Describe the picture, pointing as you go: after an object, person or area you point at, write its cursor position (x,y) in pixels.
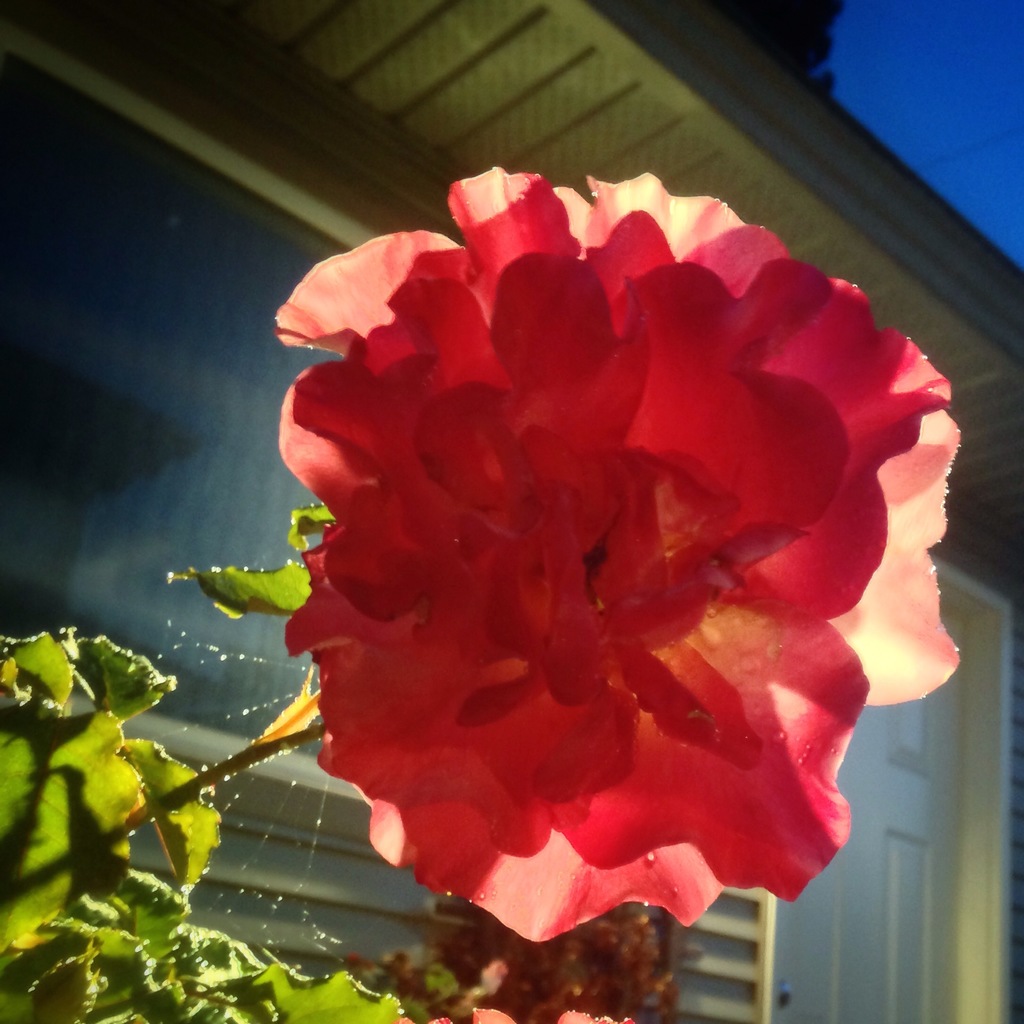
This is the picture of a plant (411,698) with flower (518,679). There are leaves (2,763) on the left corner (185,846). There is a door (801,978) on the right corner (818,1019). There is roof (819,167) at the top (402,75).
